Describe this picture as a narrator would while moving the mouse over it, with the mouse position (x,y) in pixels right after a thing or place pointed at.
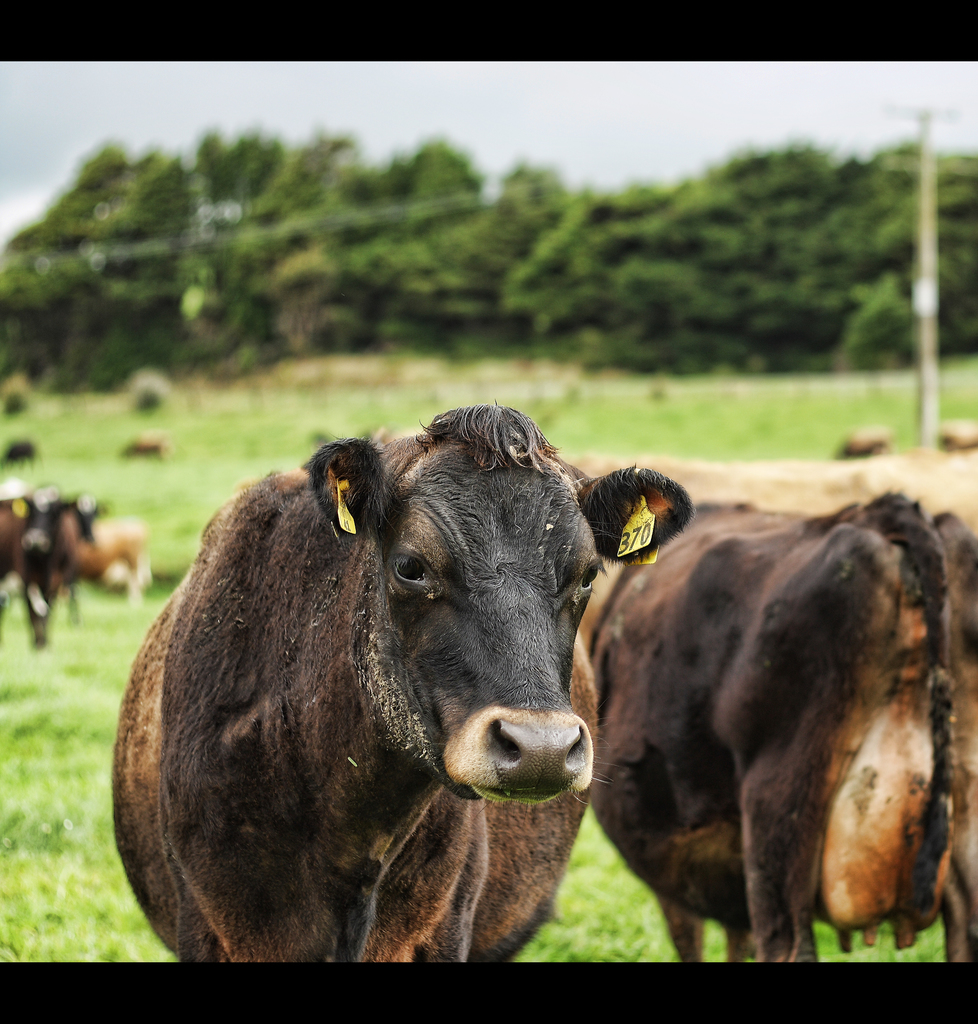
In this picture, there are animals (422,442) at the bottom (476,928). In the background (257,393), there is grass (545,371), trees (535,339) and a sky (616,159).
